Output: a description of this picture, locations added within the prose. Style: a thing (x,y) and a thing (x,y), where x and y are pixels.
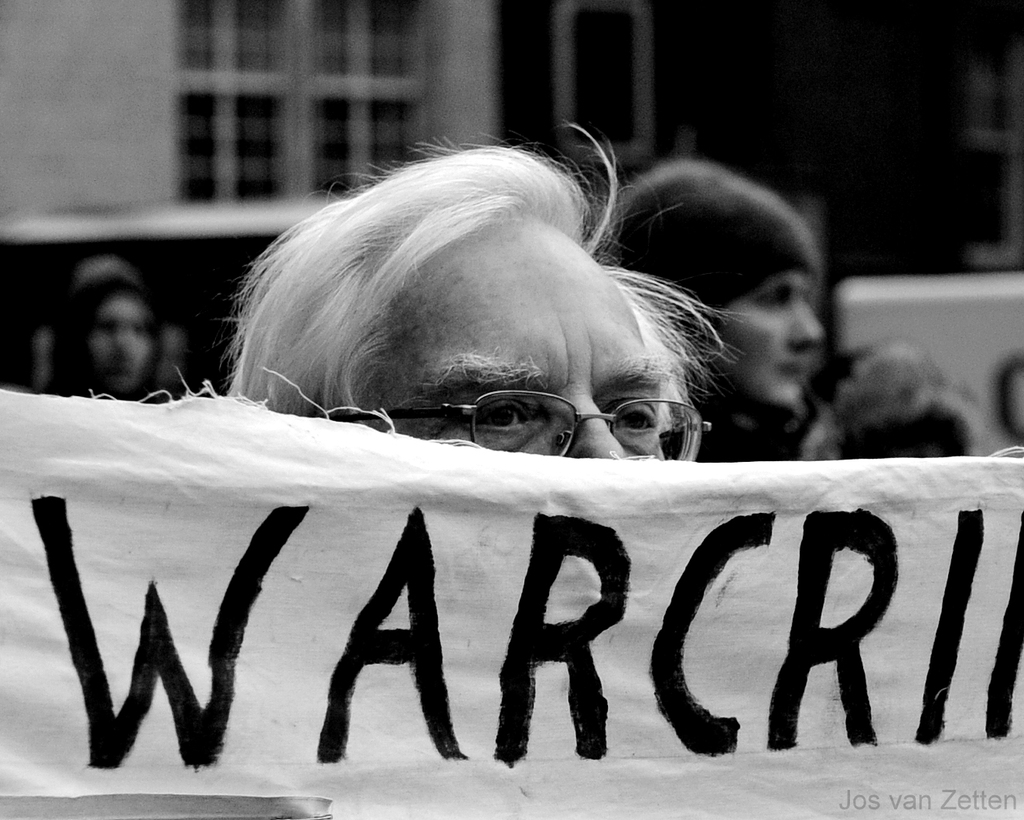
In this image we can see persons (478,371), banner (467,517) and windows (297,97).
